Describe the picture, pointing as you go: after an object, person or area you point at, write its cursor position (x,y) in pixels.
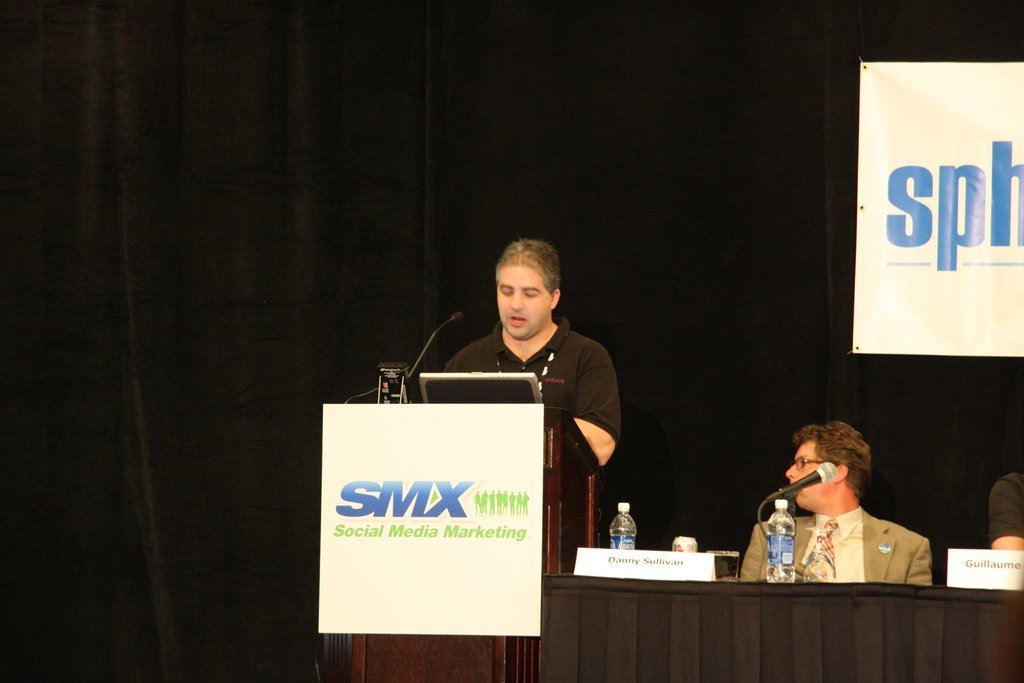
There is one man (577,386) standing behind a Mic table (462,454) as we can see in the middle of this image (561,442). We can see a person (850,524) sitting on the right side of this image (888,526) and we can see bottles (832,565), and Mics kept on a table (745,621) which is at the bottom of this image (745,621). There is a black color curtain (569,267) in the background (239,332). There is a poster (939,208) attached to the curtain (854,288) as we can see on the right side of this image (954,250).
